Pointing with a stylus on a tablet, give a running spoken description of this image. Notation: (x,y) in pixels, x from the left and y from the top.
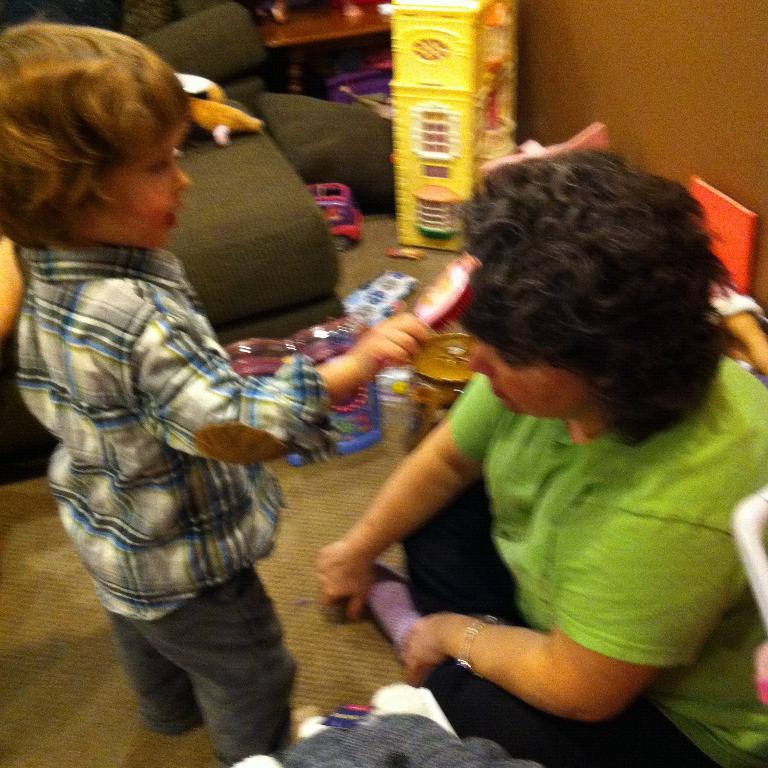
In this image on the right side (557,403) there is one person (516,560) sitting, and on the left side (110,351) there is one boy (202,400) standing and he is holding something. And in the background (405,383) there are some toys (434,222), wall (529,41), clothes (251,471) and at the bottom (355,698) there is floor (31,517).
